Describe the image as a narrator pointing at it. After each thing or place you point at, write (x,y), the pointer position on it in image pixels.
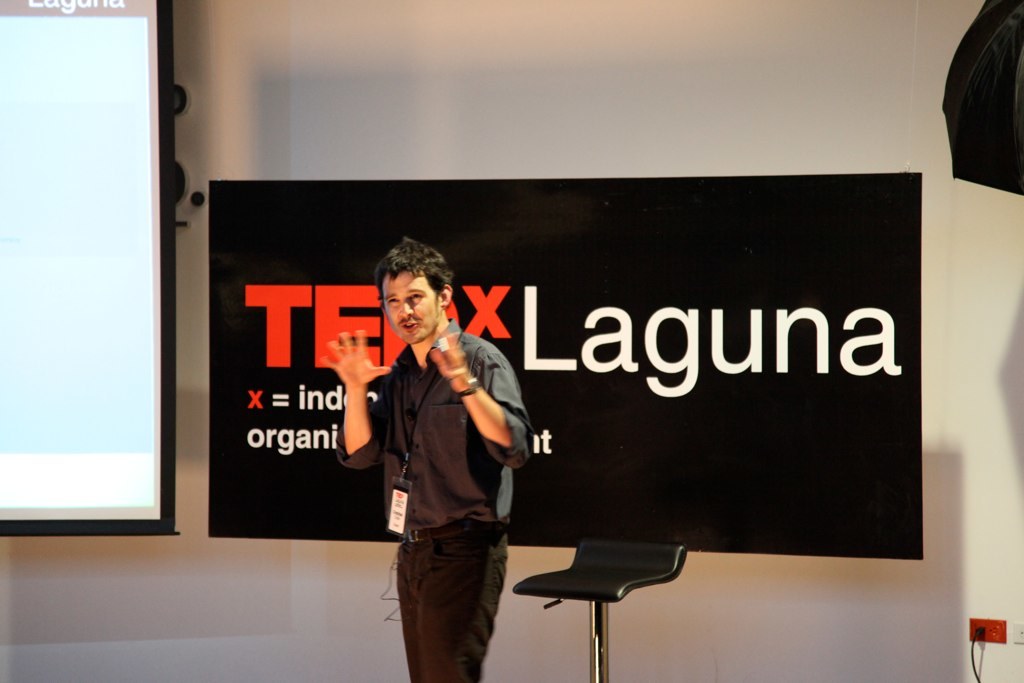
Here we can see a man (418,247) in the middle (403,285) speaking something and behind him we can see a chair (638,557) and the banner of TEDx (292,519) and beside that we can see a projector screen (156,385).
